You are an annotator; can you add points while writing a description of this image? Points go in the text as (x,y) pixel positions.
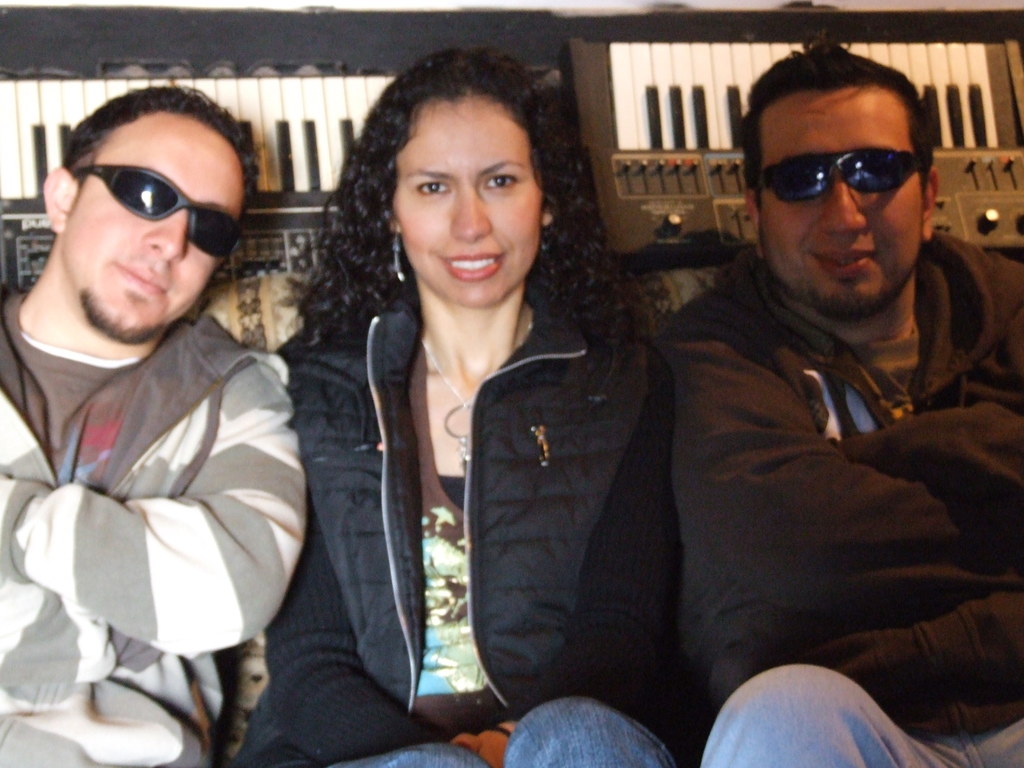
In this picture, we see three people (445,485) sitting on the sofa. Three of them are smiling. Out of them, two are men (54,323) and are wearing goggles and one is a woman (535,537). Behind them, we see a musical instrument (336,126) which looks like a keyboard (609,166).
